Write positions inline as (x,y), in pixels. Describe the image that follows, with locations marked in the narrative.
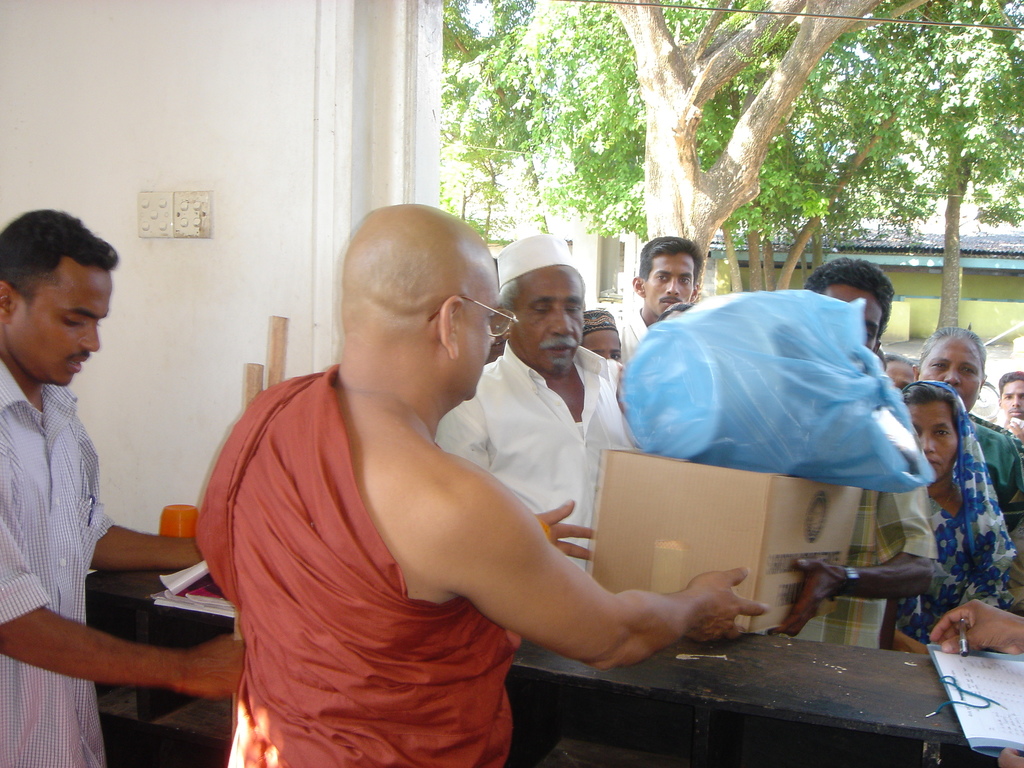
In this image there is a two men (31,683) standing in front of table (163,635) in a room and donating something with box (640,583) to the people (946,503) standing on the other side of the table (813,667), also there are so many trees (1023,10) and building (895,239) behind the people (647,294).
